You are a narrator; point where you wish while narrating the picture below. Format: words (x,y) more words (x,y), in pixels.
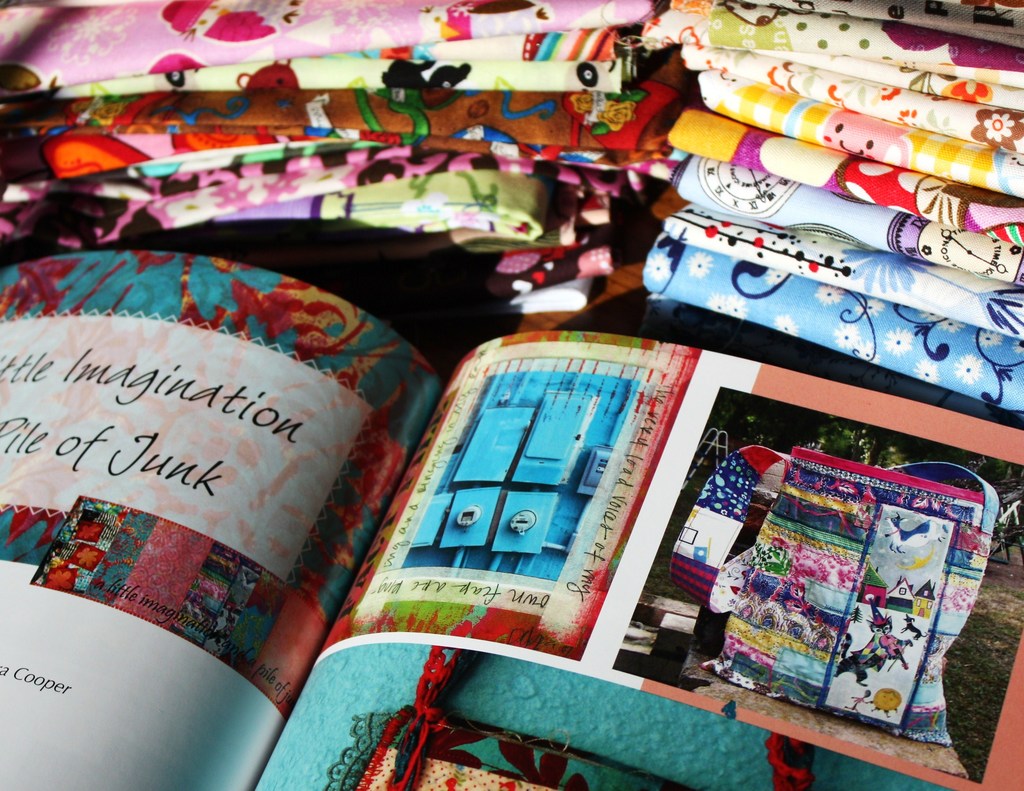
This is book (444,492).
